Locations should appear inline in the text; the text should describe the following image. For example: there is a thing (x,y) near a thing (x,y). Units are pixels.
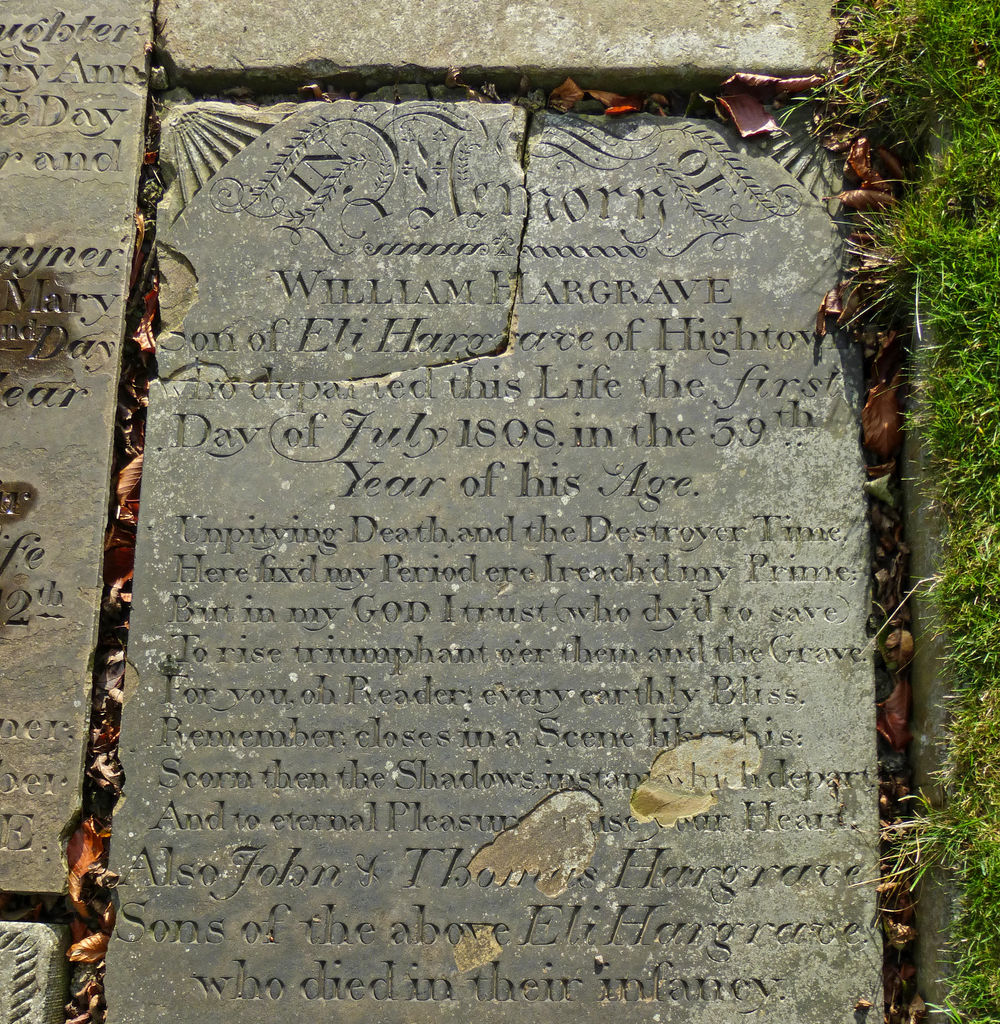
In the image we can see a gravestone (247,854) and grass (993,764).
